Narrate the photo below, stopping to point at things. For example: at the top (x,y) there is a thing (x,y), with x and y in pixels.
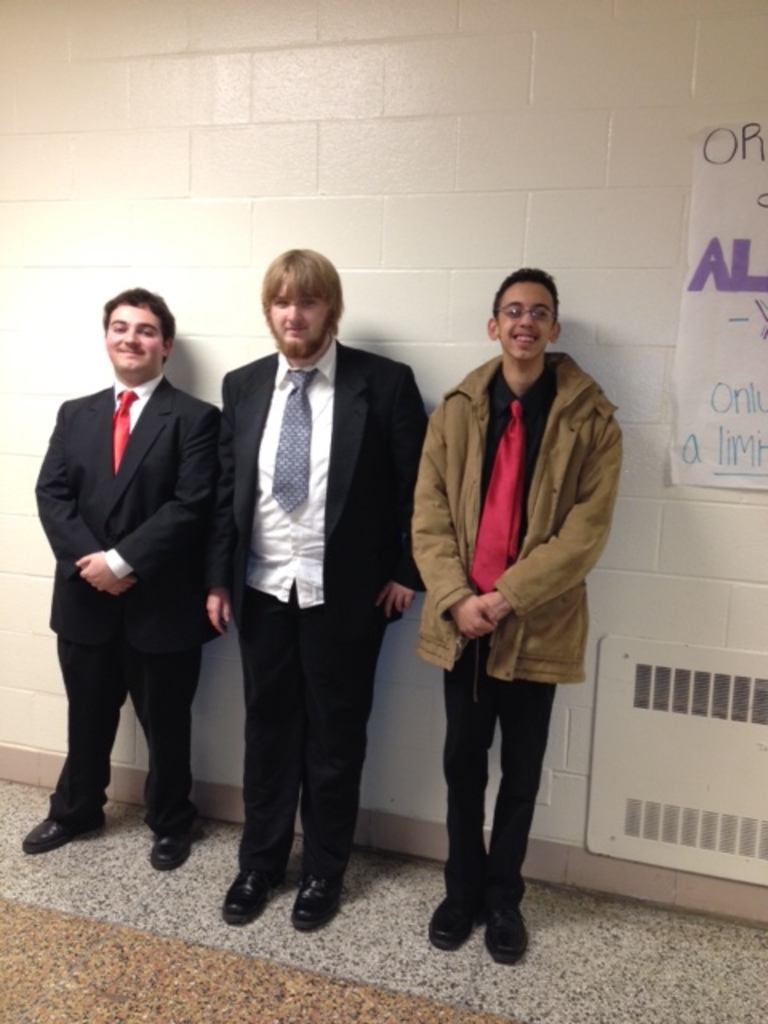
In this picture we can see three men (369,473) wore blazers (229,442), ties (501,451), shoes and standing and on the floor (649,916) and in the background (582,111) we can see wall (328,170), poster (723,173).
